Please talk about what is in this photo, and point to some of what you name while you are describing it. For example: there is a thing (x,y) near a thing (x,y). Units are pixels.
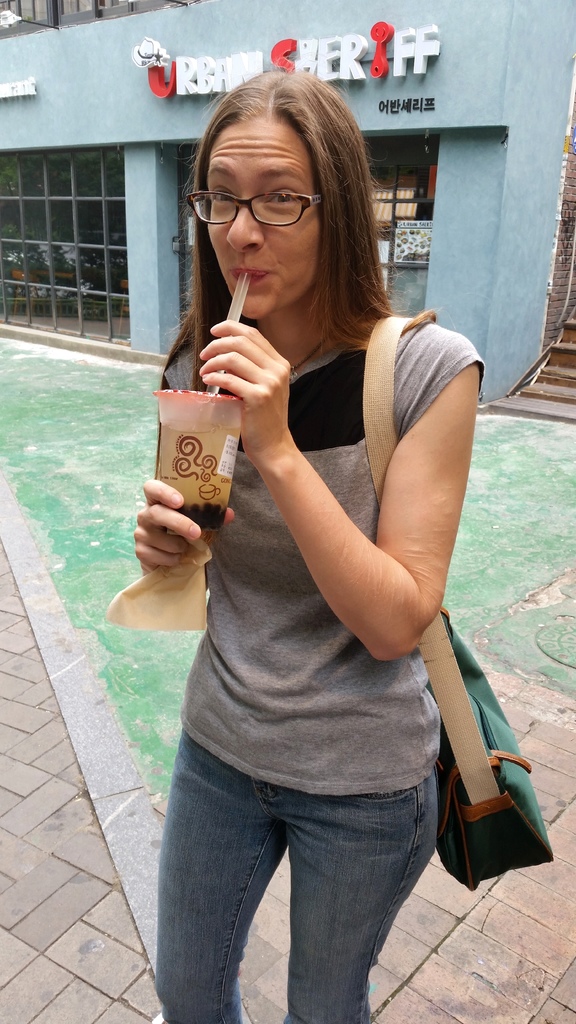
In this image there is a woman (307,472) standing on the path (127,941). She is holding a cup (204,449) which is having a straw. She is carrying a bag (500,857). She is wearing spectacles (285,215). Right side (572,390) there is a staircase (544,396). Background (11,245) there is a building (515,308) having some text (227,87).
